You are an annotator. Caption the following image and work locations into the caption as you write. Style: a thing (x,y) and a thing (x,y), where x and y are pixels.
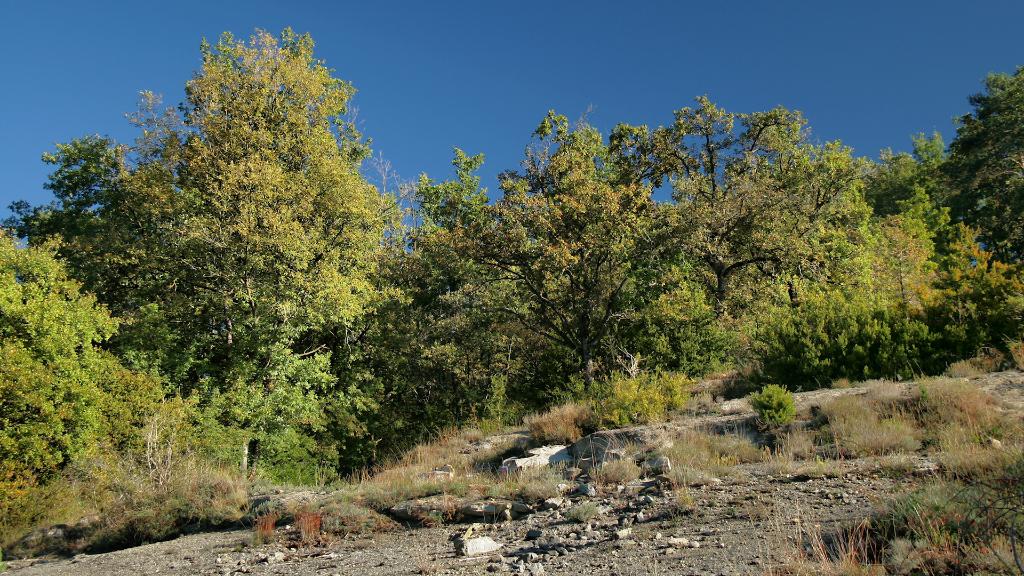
There are few rocks (659,456) on the ground (659,456) and there are trees (482,315) in the background (543,270) and the sky (458,67) is blue in color.
